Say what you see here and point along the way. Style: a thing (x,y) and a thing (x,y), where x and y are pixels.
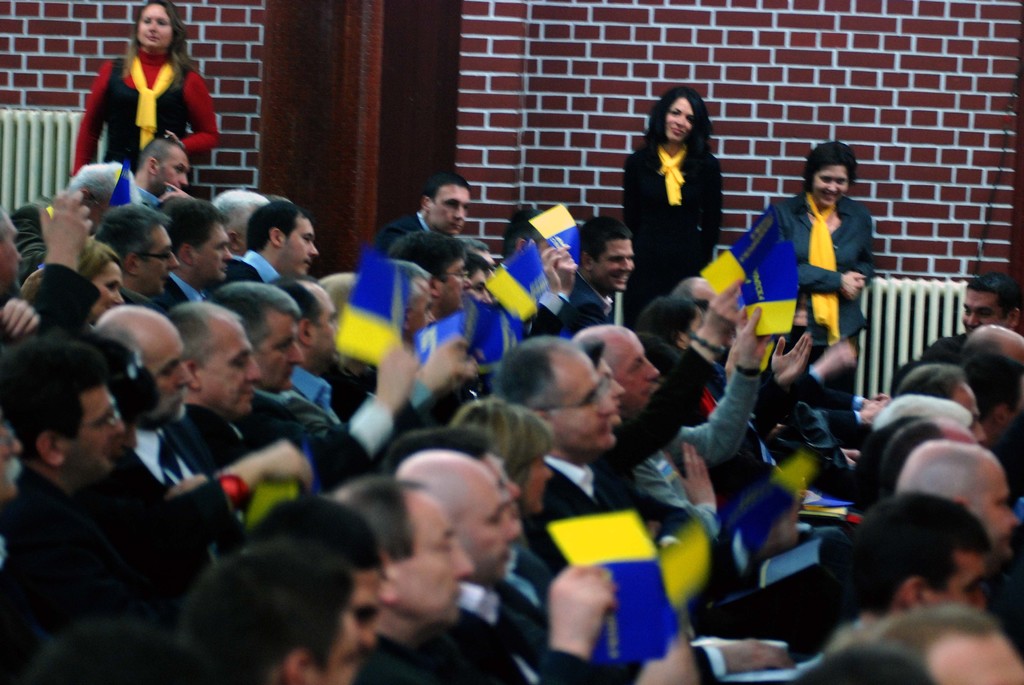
In this picture, we can see a group of people (608,276) sitting and they are holding some items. Beside the people (427,318) there are three people (709,206) standing and a brick wall (706,66).
